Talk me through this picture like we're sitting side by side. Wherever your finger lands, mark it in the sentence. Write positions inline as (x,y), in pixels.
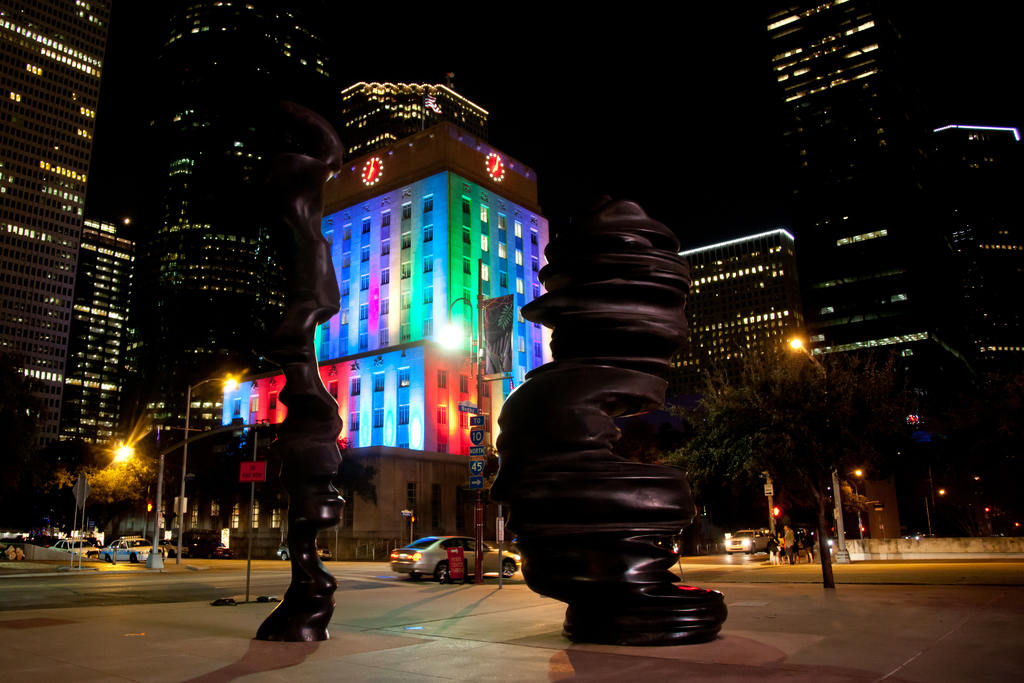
In this image I can see few black colored objects (270,636) on the ground (489,644) and In the background (439,540) I can see few cars (396,555) on the ground (749,579), few poles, few lights (107,385), few trees (738,426), few buildings (445,299) and the dark sky (703,103).
